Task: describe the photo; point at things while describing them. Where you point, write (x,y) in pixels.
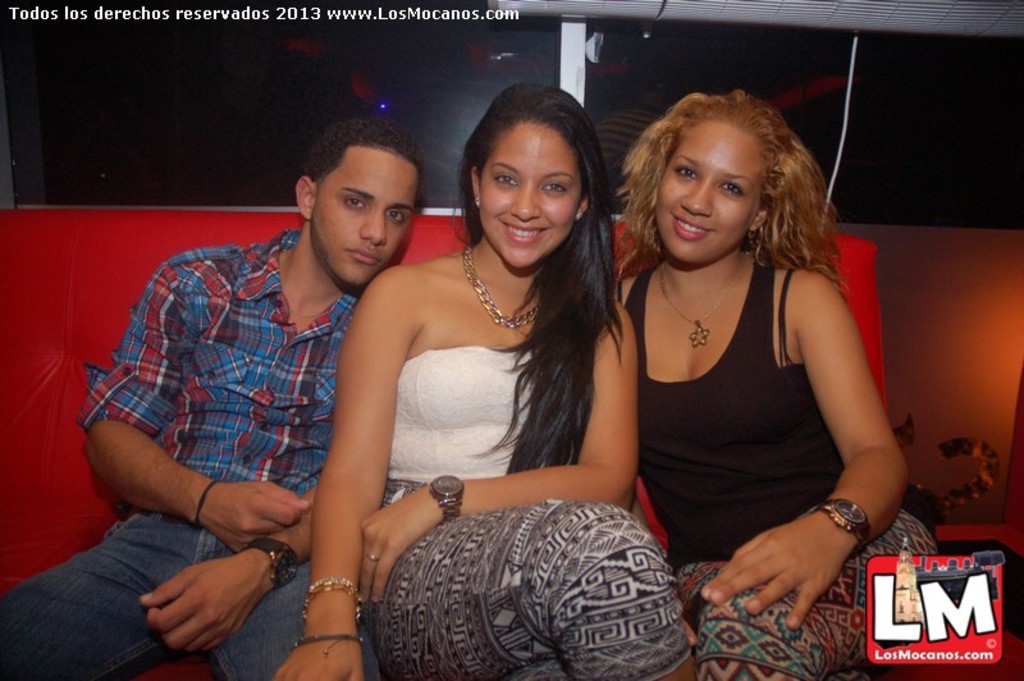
The picture is taken from some website, there are three people (558,444) sitting on the sofa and posing for the photo.
